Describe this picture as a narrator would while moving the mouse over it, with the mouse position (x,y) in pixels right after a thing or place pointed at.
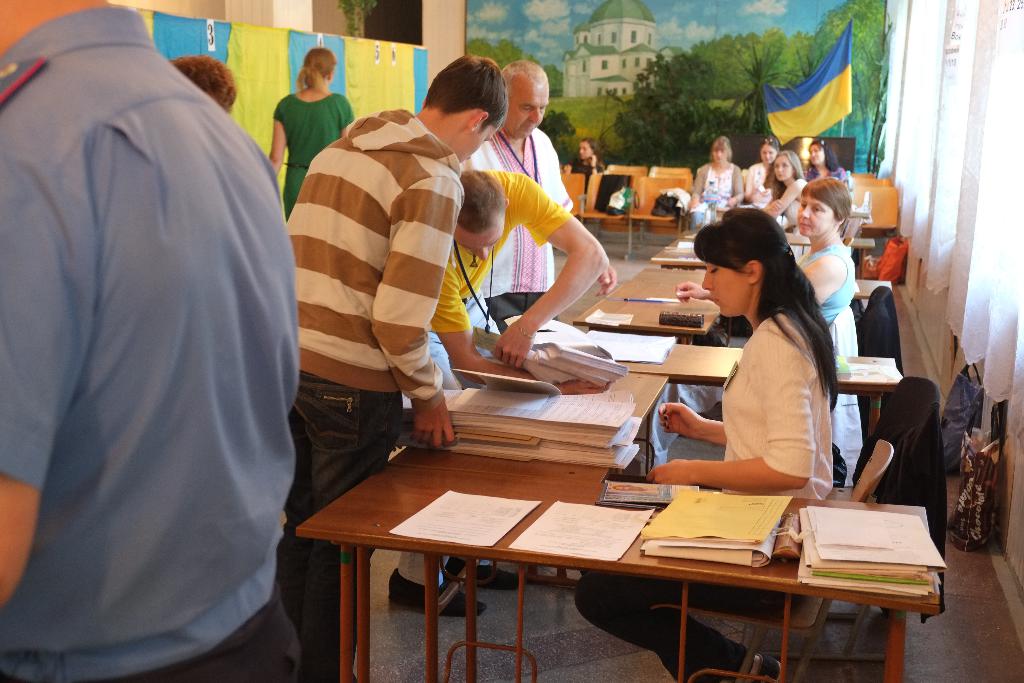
In the image it looks like an Expo, there are few people (741,258) sitting in front of the table (517,534) and a bunch of papers (549,535) are kept in front of them, to the right (754,185) that there are some chairs (691,175) and group of people (700,172) are sitting there, behind and there is a yellow and blue color flag (848,81) in the background (665,47) there is a painting (637,22) of a building (649,22) and trees (748,46) and sky (703,27), in the background (453,33) a wall (446,37).
